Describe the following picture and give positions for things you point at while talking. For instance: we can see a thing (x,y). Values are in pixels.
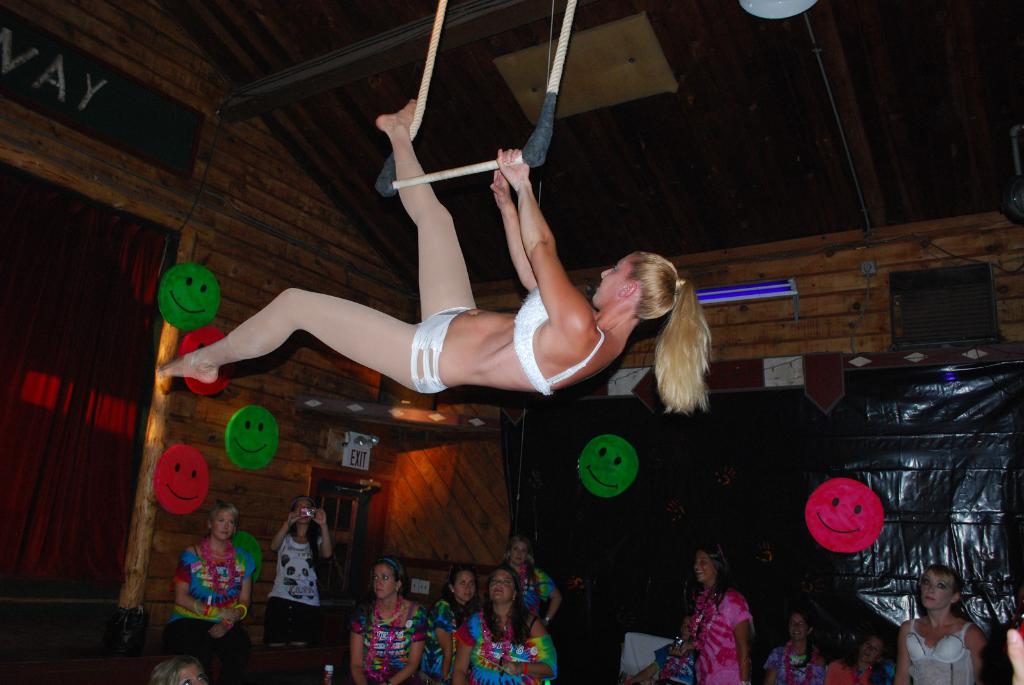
In this picture there is a woman (620,302) who is wearing white dress (542,388) and she is doing stunt on the rope (538,164). At the bottom (968,672) I can see many peoples (981,671) were watching the stunt. On the bottom left (312,613) there is a woman (305,545) who is wearing white t-shirt (301,549) and black trouser (311,630). She is holding a camera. Beside her I can see the door (339,484). On the wall (384,472) I can see some smiley stickers (178,458). On the top right (775,12) there is a light (762,10) which is hanging from the roof (803,87).
